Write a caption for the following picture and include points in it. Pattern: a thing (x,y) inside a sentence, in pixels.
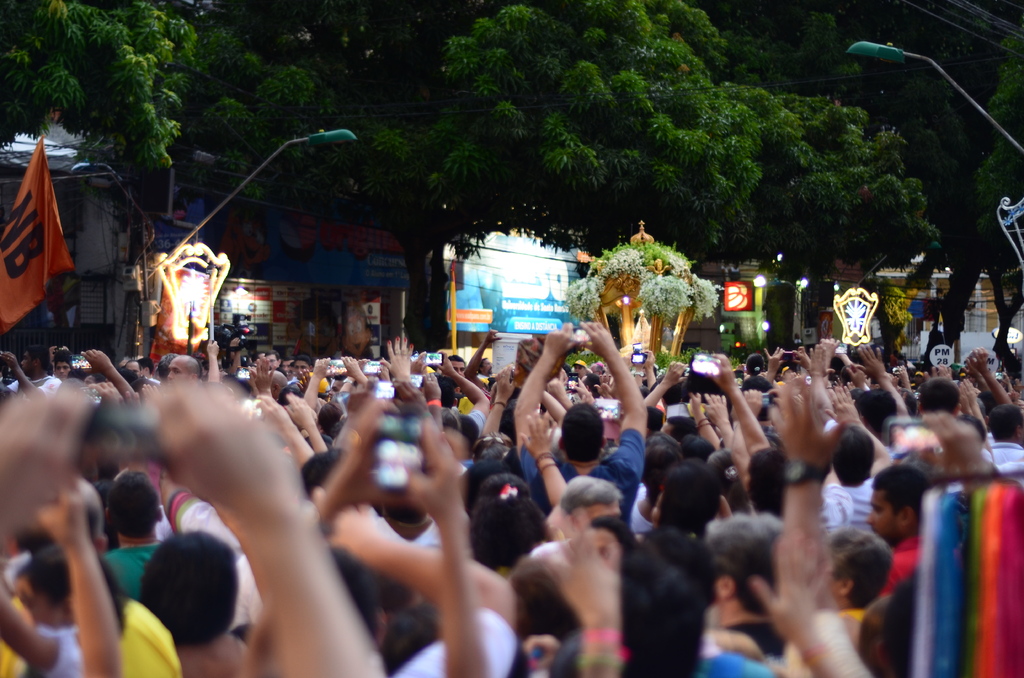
In this image we can see some people (693,403) on the street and among them few people (577,416) holding mobile phones (399,419) in their hands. We can see few buildings (764,331) which looks like stores (804,333) and there are some other objects (539,289) and we can see few trees (484,74) and street lights (1010,135).
